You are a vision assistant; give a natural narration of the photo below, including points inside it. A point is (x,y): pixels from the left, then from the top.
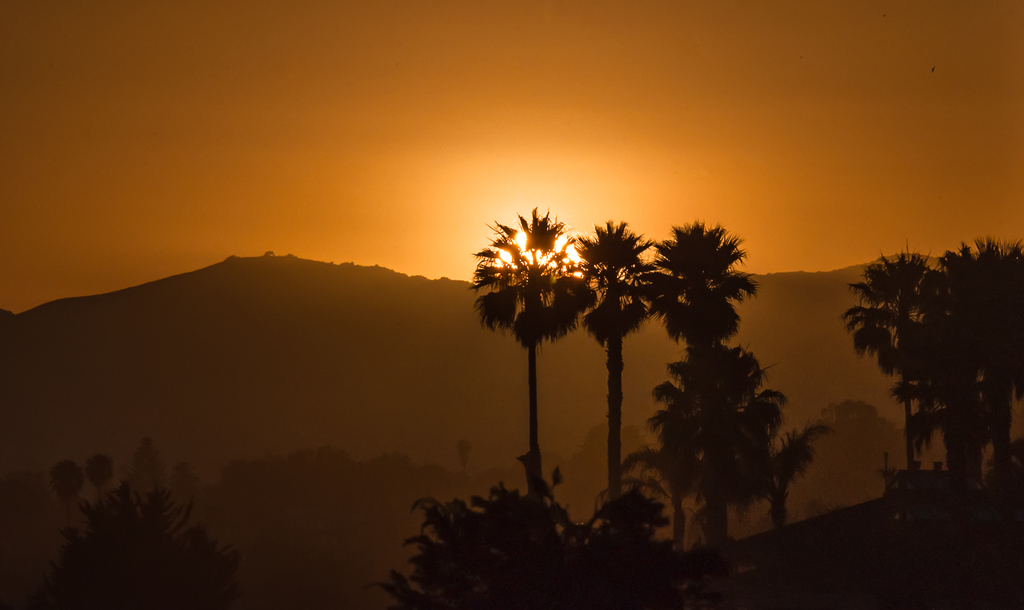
In the foreground of this image (538,486), there are trees (911,372). In the background (459,317), there are cliffs (787,290), sun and the sky (186,112).
